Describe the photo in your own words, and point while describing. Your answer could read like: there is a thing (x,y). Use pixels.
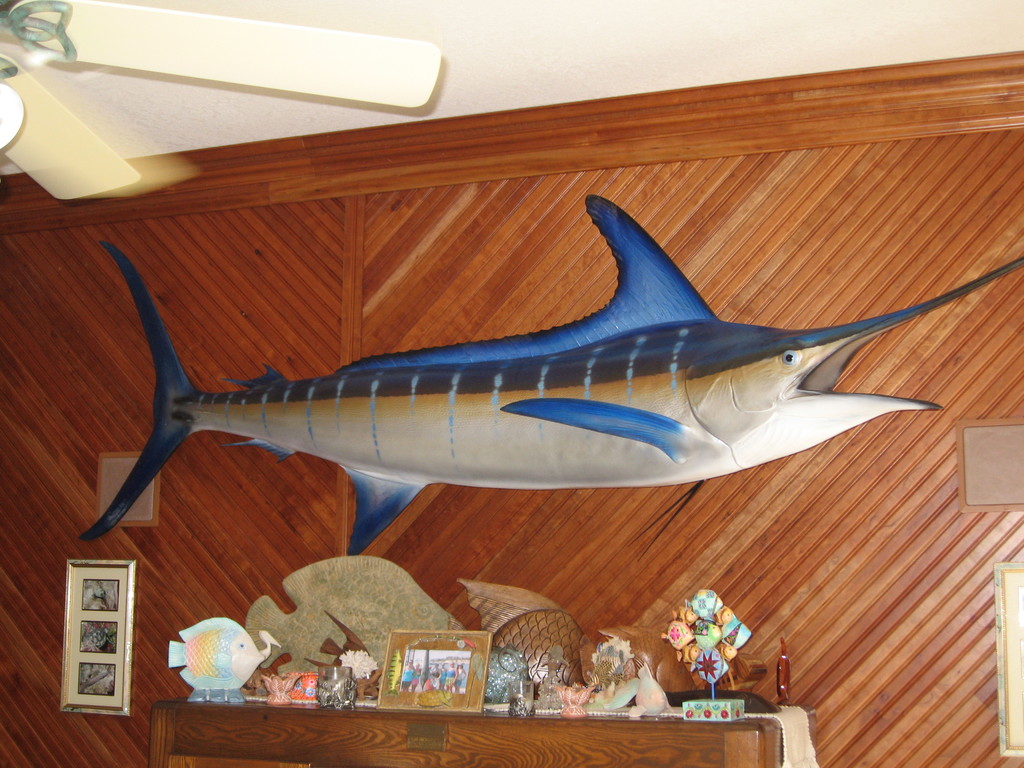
In this image we can see a marlin (360,466), at the top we can see a fan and there is a table (702,727) with some objects (255,625) on it, in the background (442,315) we can see a wall (221,584) with some photo frames (107,662) and boards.
